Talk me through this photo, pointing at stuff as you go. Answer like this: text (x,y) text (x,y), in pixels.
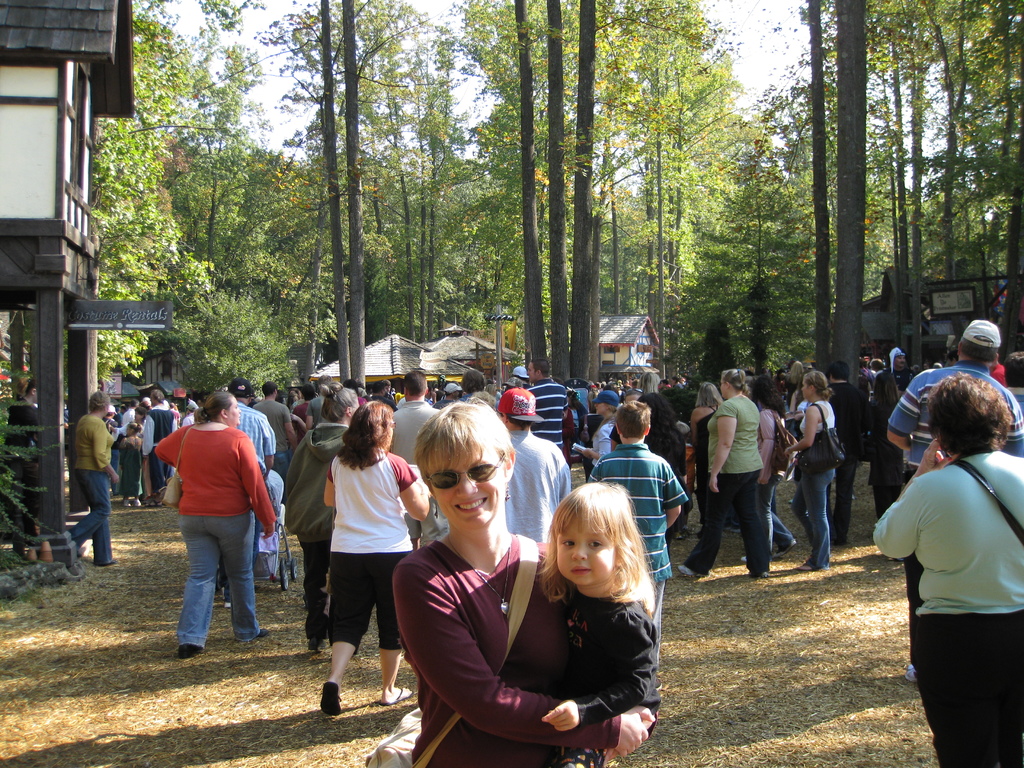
Here we can see people's (732,407), houses (426,343), boards (157,304), trees (402,306) and sky (778,50). Far there is a baby chair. This woman (483,732) is carrying a baby (623,585). Few people (1016,553) wore bags (837,439).
